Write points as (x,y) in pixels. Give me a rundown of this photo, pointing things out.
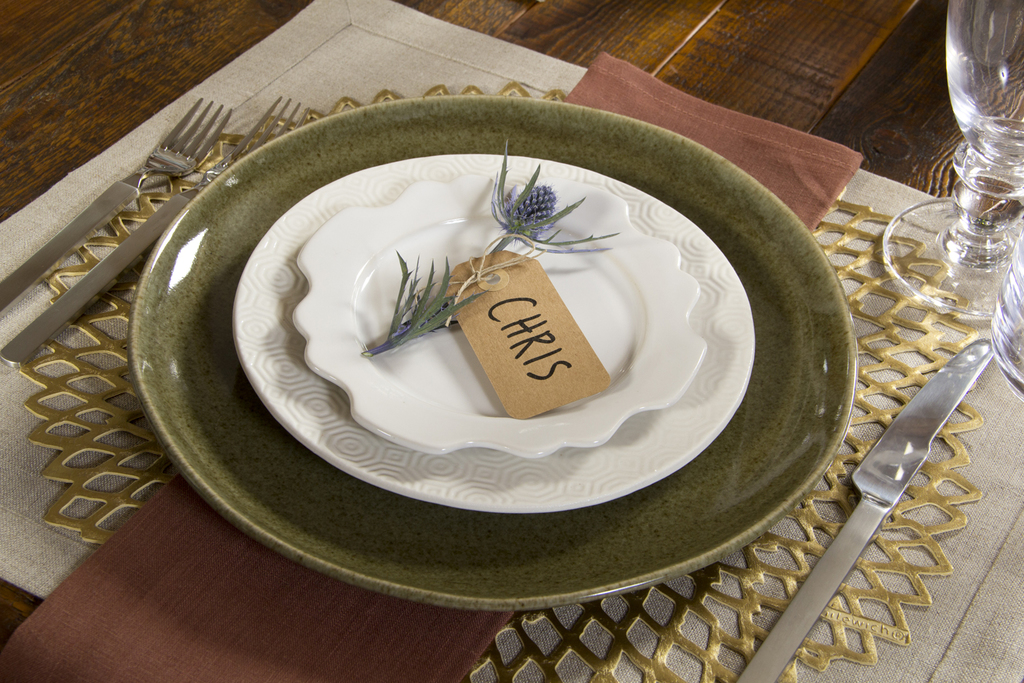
In this image we can see few plates (560,419). There are few forks (42,254) at the left side of the image (90,220). There is a knife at the right side of the image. There are few drinking glasses (987,252) in the image. There is a wooden object (788,45) in the image.
